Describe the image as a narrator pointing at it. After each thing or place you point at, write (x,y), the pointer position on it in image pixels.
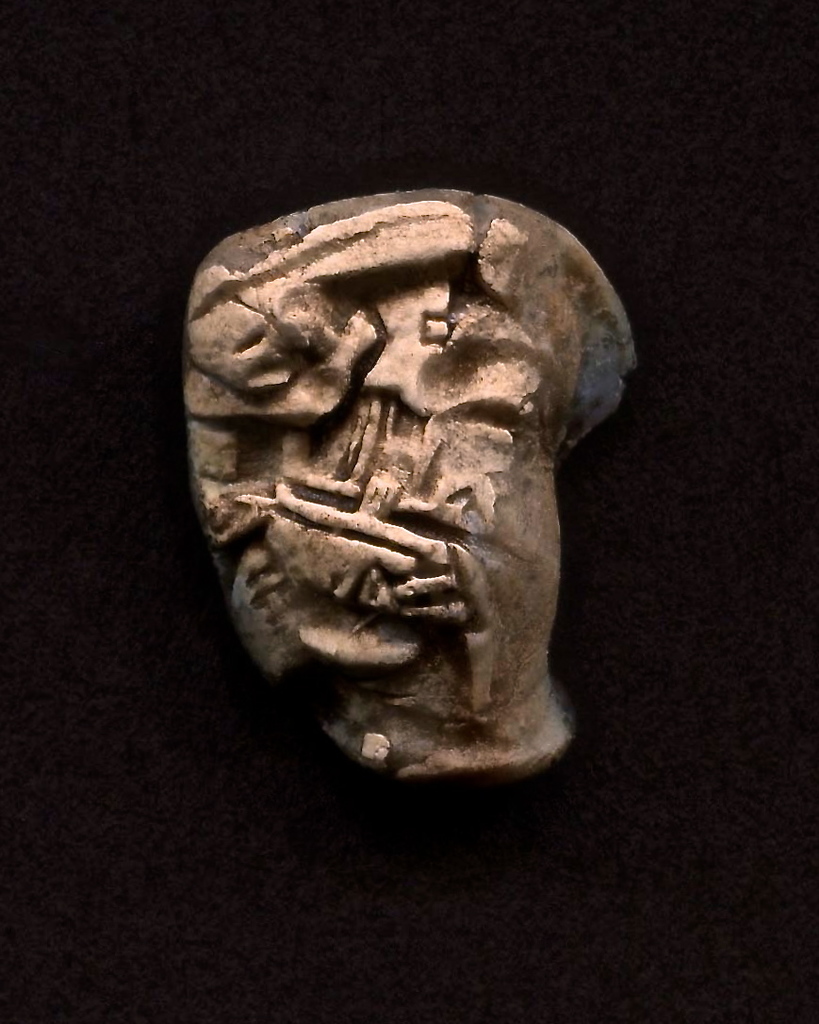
In this image I can see the rock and I can see the dark background (800,882).
